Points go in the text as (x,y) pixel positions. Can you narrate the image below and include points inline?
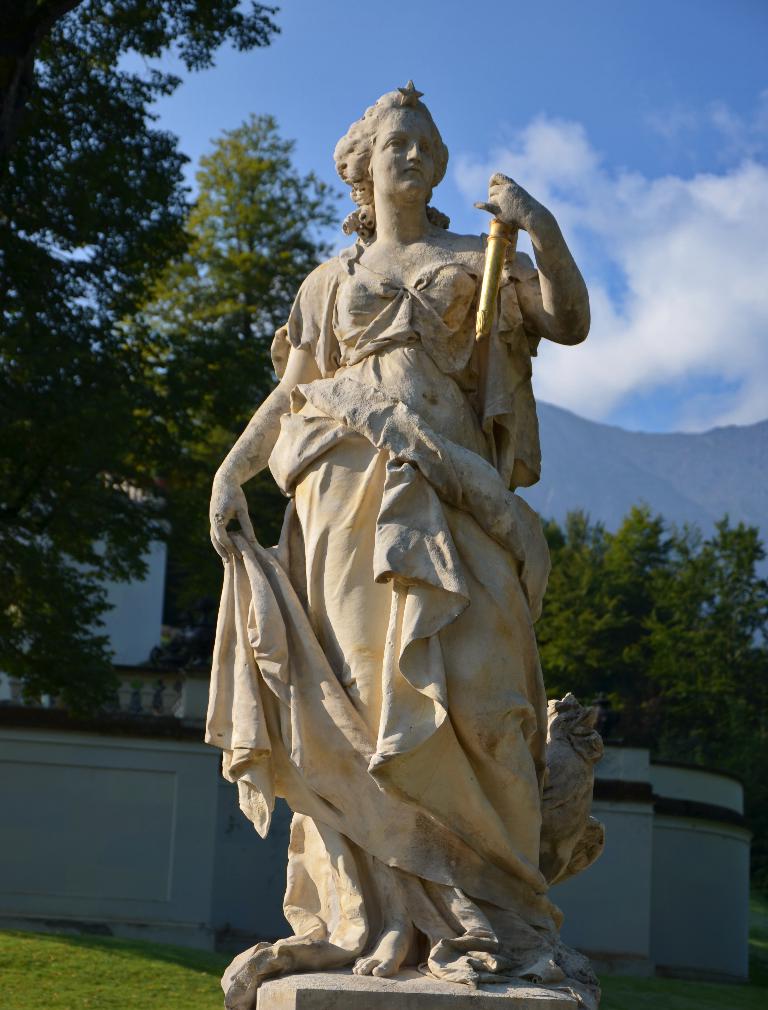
In this image in the front (415,547) there is statue (416,712). In the center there is grass (155,969) on the ground (171,965). In the background (144,782) there is wall (177,774) and there are trees (650,637) and the sky (678,373) is cloudy.
